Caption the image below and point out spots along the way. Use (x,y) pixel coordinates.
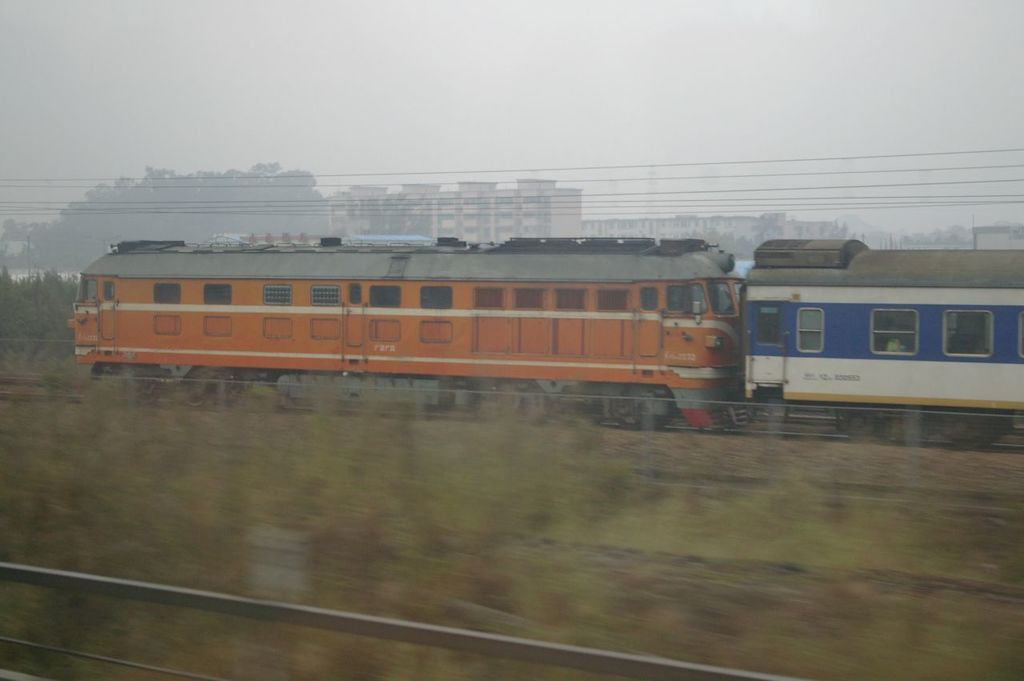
In this image we can see a train engine (453,309) and a coach (755,334) on the tracks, in the background of the image (355,214) there are buildings (431,210), on top of the train (316,253) there are electrical cables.
